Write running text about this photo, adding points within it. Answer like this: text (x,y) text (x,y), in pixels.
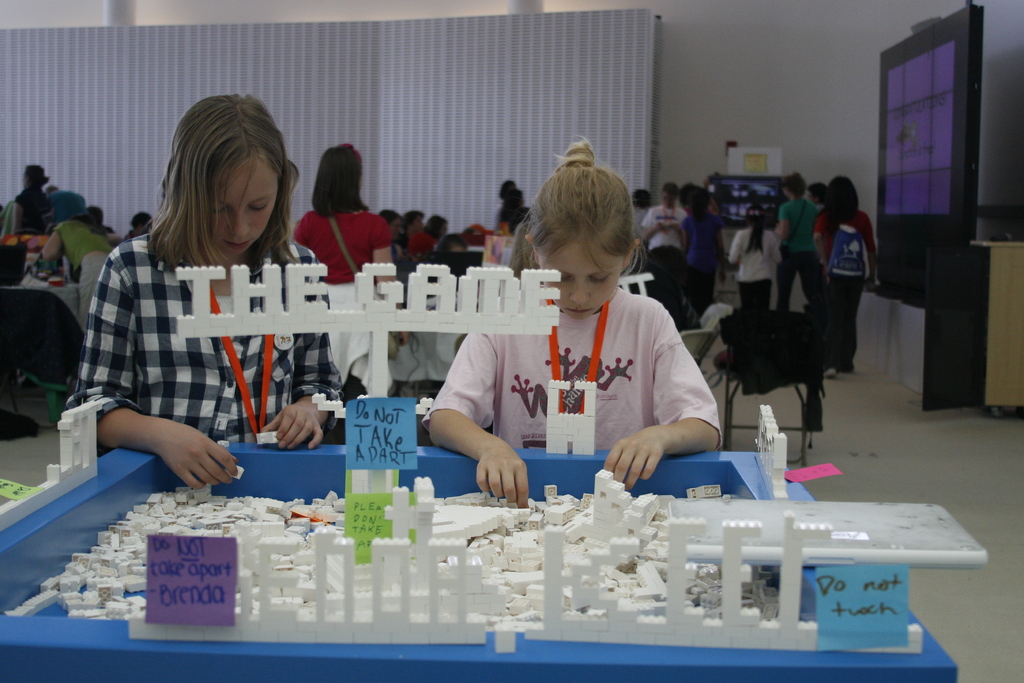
These are the two girls (620,308) that are trying to fix these white color things (524,528), both of them wear ID cards (240,365) which are in orange color.
